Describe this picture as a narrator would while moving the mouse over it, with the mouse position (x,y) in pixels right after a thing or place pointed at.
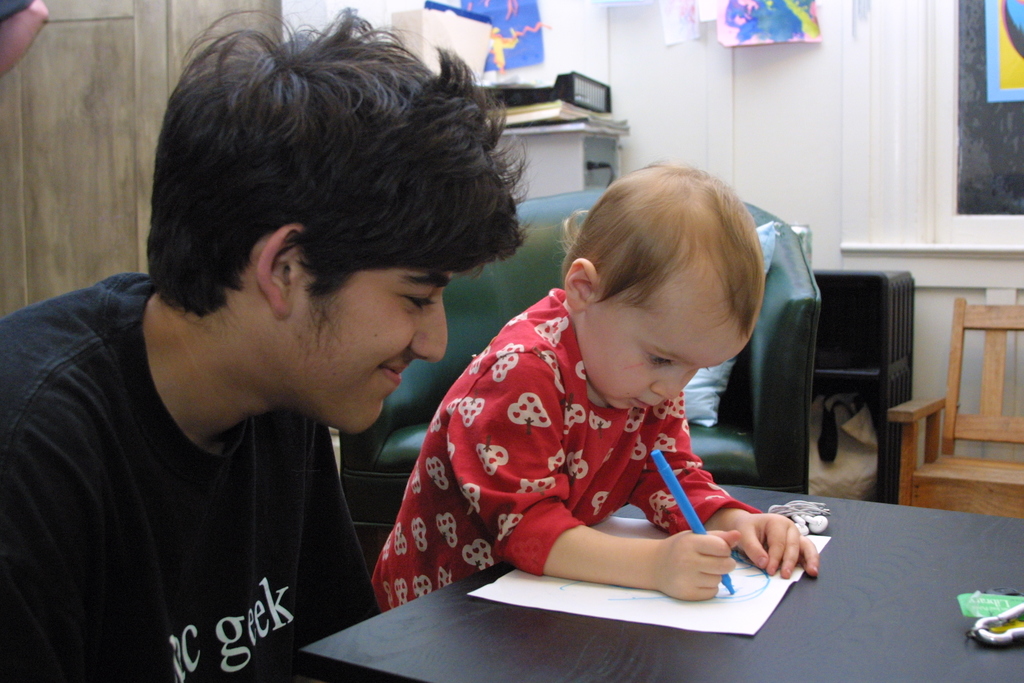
In this image I can see a child (452,396) and a boy (410,313). I can see one of them is wearing a black colour t-shirt (198,559) and one is wearing red. I can also see the child (640,499) is holding a blue colour sketch pen (669,477). I can also see a table (358,674) on the right side of the image (873,592) and on it I can see a white paper (741,600) and few other things (800,511). In the background (804,461) I can see a sofa (785,454), a chair (956,363), few black colour things (829,319) and few posters (519,28) on the wall (734,77). I can also see a blue cushion (760,235) on the sofa (791,281).
